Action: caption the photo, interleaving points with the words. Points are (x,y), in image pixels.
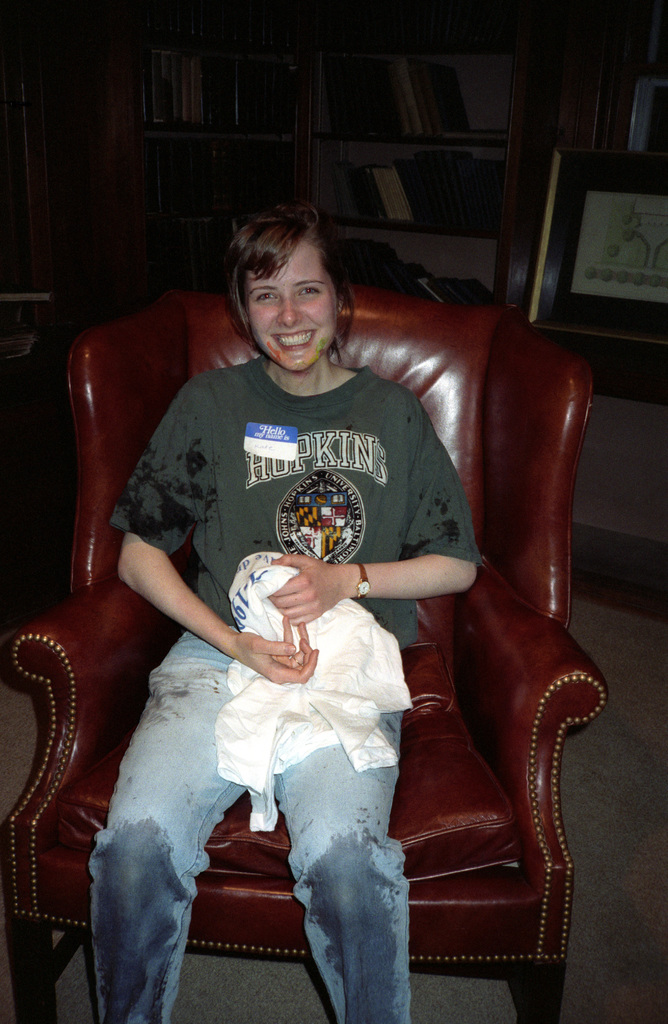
In this image, we can see a person (455,507) sitting on a chair (480,409), in the background (488,257) there is a rack (395,38) and there are some books (180,4) kept in a rack (384,236).
